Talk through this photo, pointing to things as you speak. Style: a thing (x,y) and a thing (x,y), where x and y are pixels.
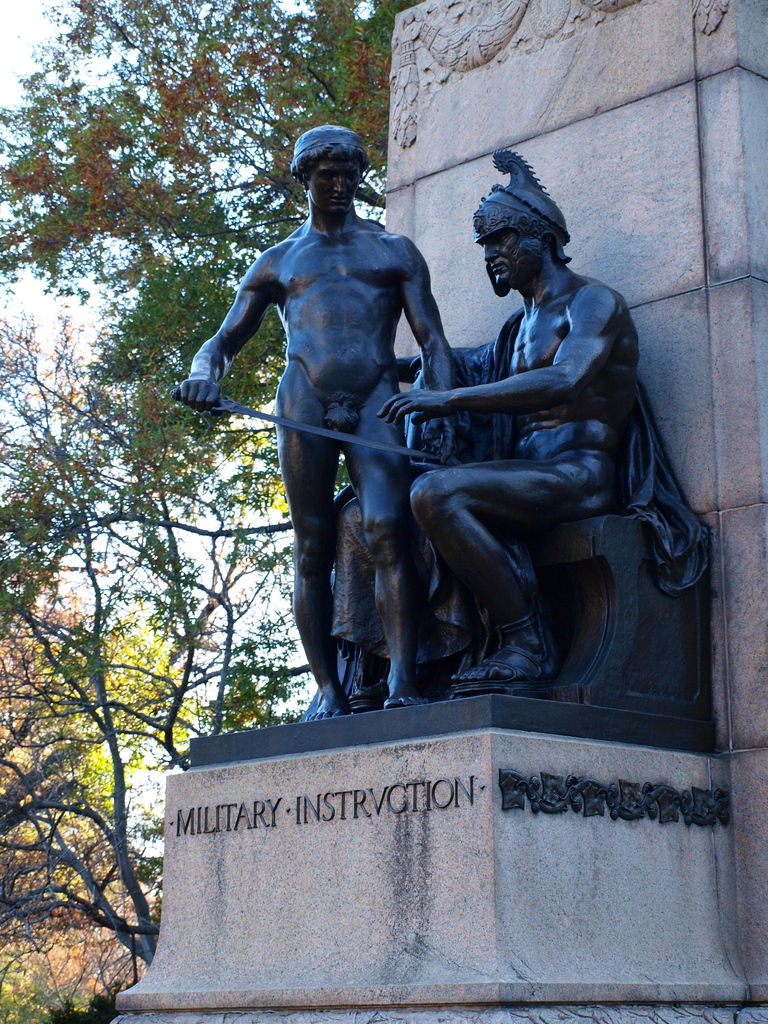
In this image we can see the statues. We can also see some text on the surface (416,846). On the backside (180,604) we can see some trees (162,366) and the sky (274,619).
